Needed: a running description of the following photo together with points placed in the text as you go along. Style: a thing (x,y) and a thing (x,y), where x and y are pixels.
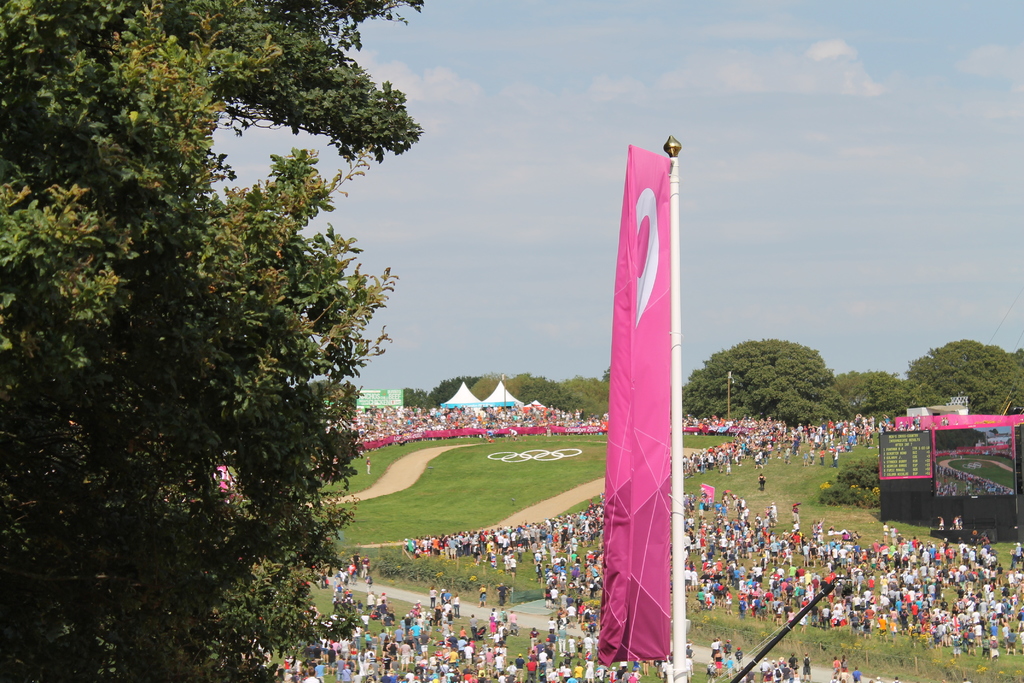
In this image I can see pink color flag (653,339) and white pole (674,530). Back Side I can see group of people (765,528), trees (265,440) and a large screen (963,459). We can see white and blue color tents (481,403). The sky (563,155) is in blue and white color.
